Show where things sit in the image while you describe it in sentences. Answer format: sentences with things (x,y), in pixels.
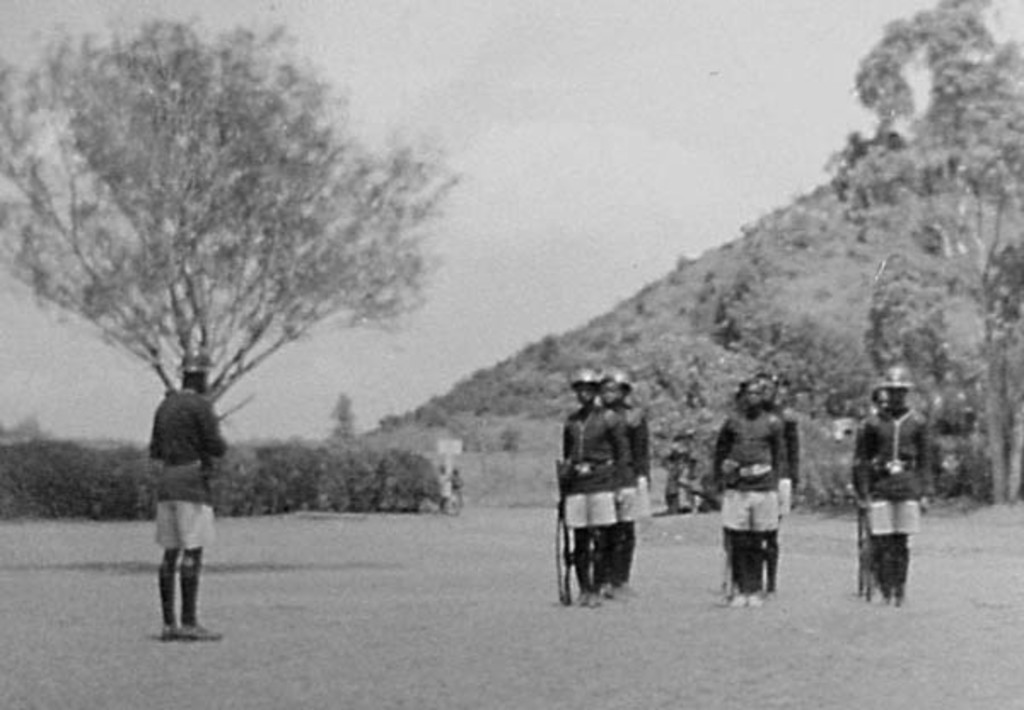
This is a black and white picture. I can see group of people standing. There are plants (721,324), trees (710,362), hill (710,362), and in the background (706,150) there is the sky (641,154).
